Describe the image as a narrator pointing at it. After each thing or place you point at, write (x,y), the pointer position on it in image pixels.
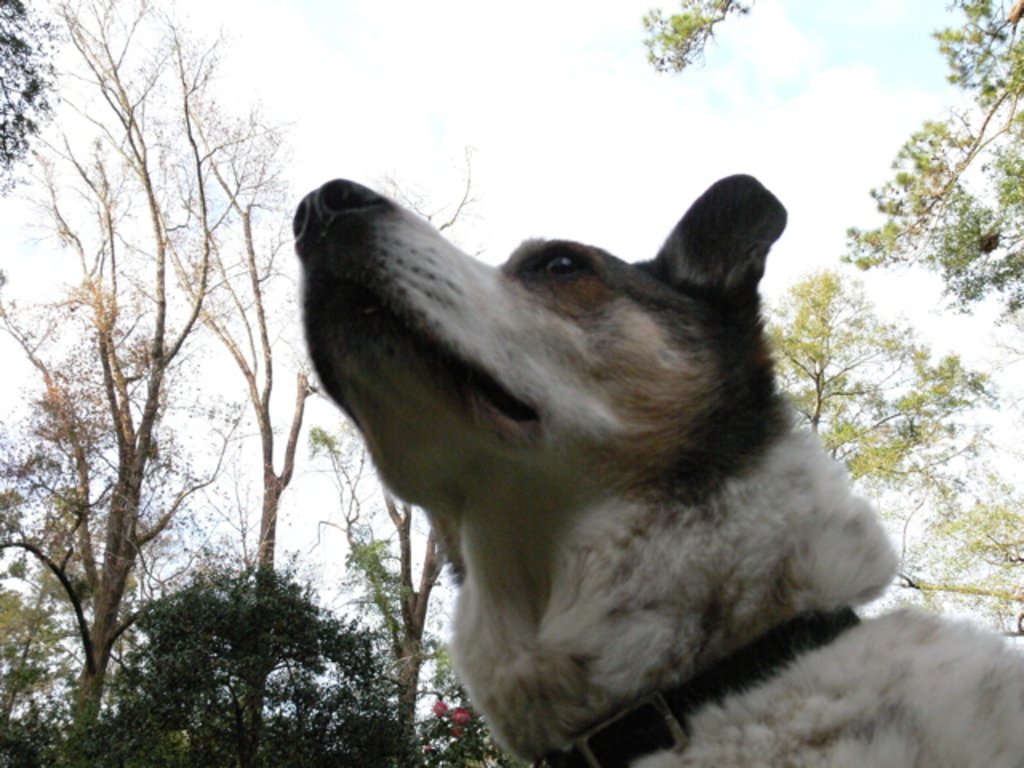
In this image we can see a dog (485,608), plants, trees (262,660) and sky (529,142) with clouds (643,122).
